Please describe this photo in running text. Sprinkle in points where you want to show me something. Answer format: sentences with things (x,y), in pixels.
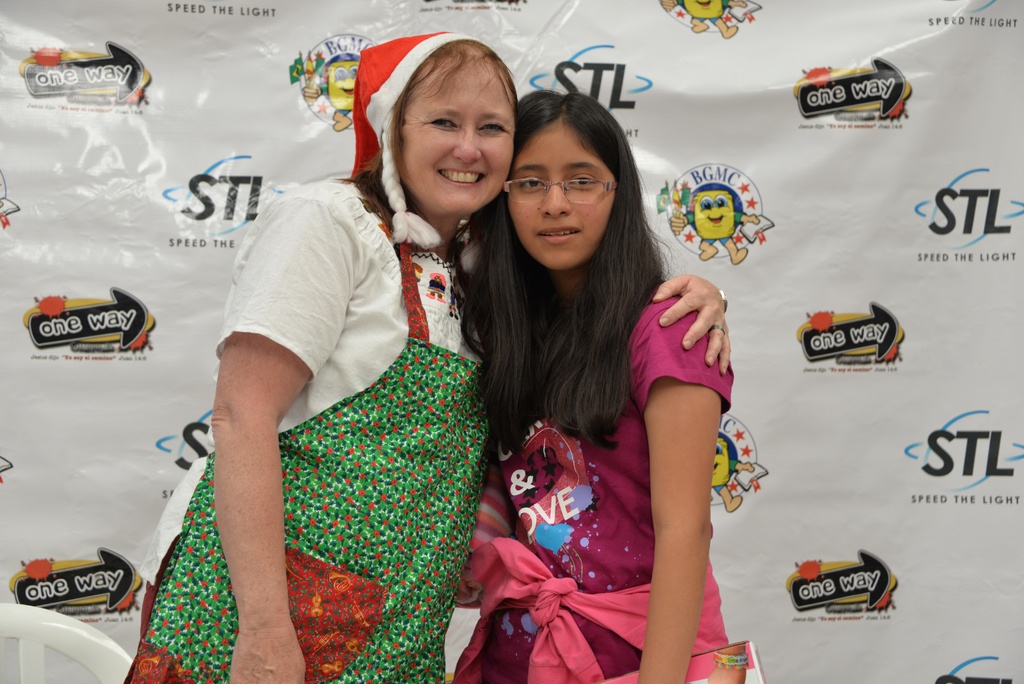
In the image we can see there are people (412,451) standing and a woman (356,108) is wearing christmas cap (377,87). Behind there is a banner (823,468).
